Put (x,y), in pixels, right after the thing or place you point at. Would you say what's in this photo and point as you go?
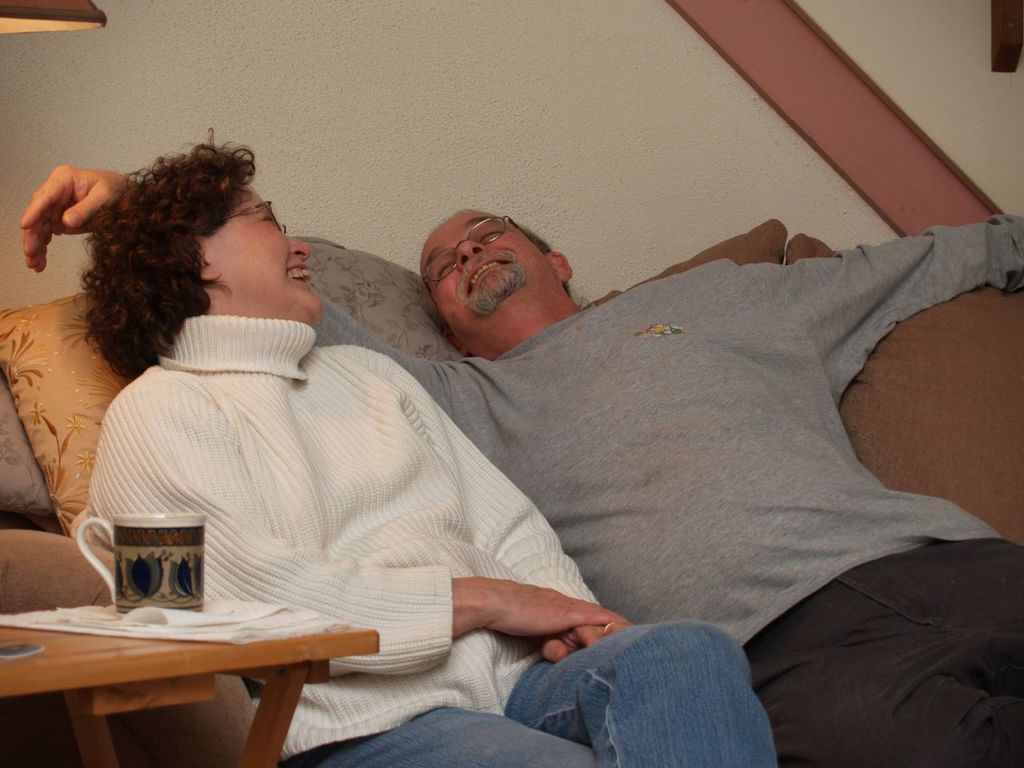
There are two persons (504,450) sitting in a sofa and there is a table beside them which has a mug (164,578) on it.
